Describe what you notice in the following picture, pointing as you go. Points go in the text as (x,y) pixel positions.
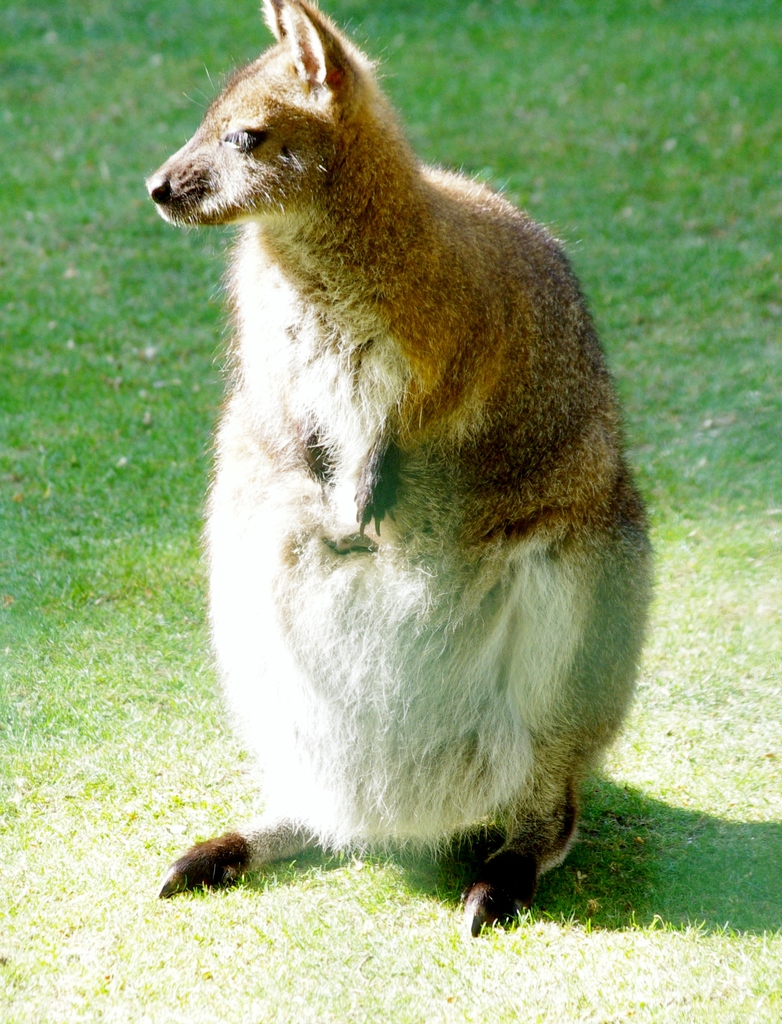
In this picture we can see a wallaby(animal) (297,451) in the grass (678,847).
